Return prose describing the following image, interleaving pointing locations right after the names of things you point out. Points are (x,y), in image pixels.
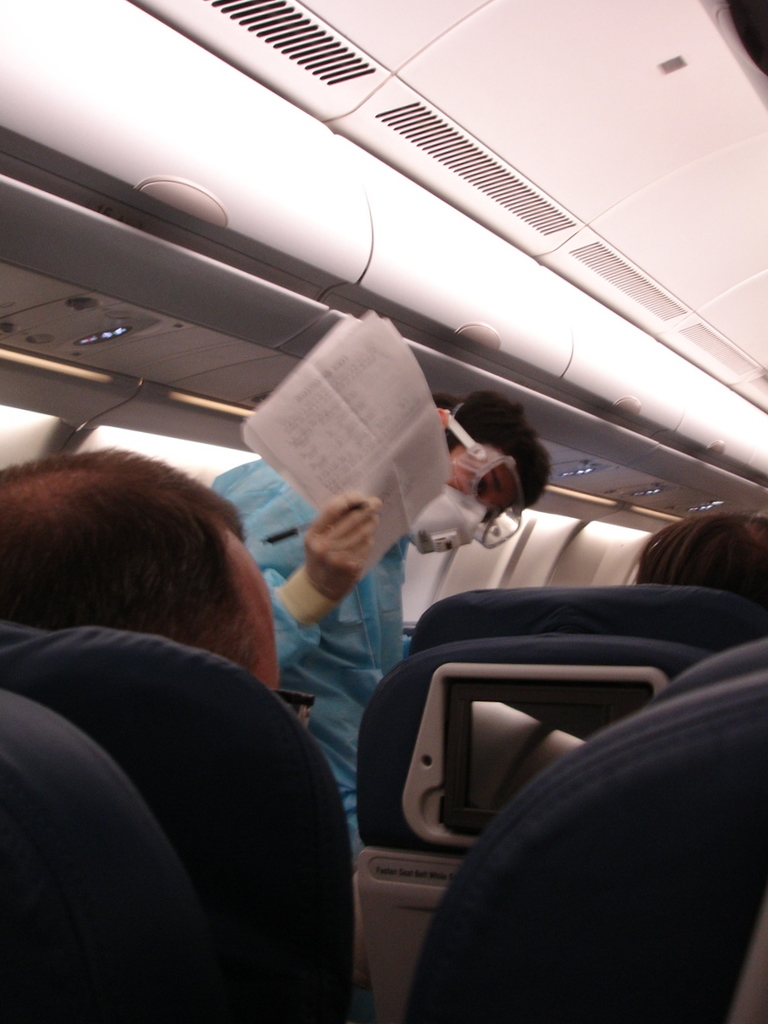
In this picture we can see inside of a vehicle (454,233) and in this vehicle (454,233) we can see people (3,551).
